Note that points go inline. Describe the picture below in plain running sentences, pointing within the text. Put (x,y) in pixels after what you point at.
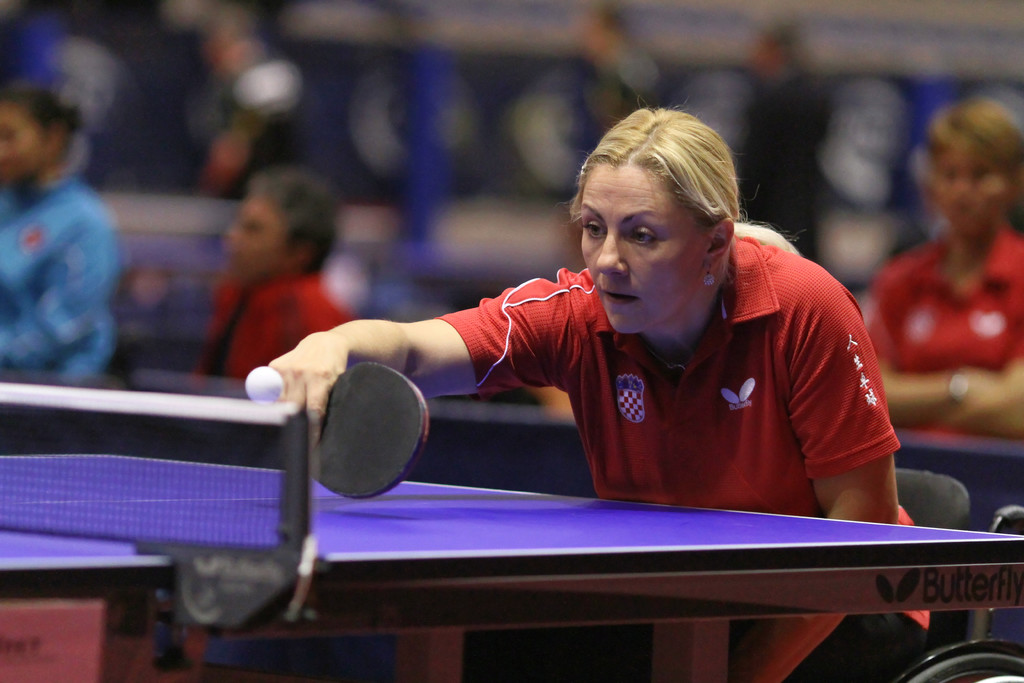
In the image there is a woman (679,363) playing table tennis, in the background (249,235) there are many audience (983,119) looking at game.
